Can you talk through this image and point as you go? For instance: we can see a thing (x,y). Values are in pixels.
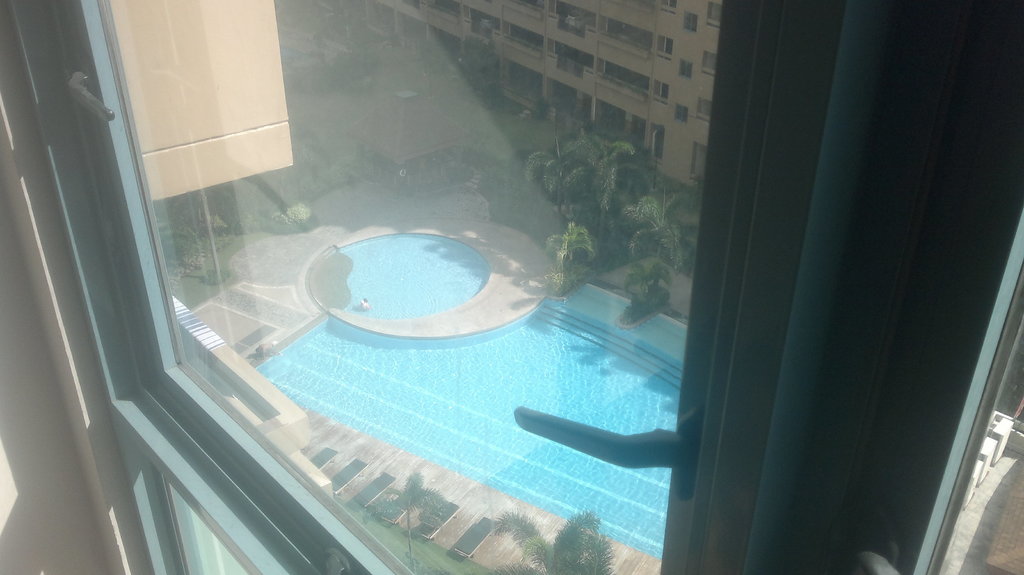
In this image we can see there is a view from the window (169,326) to ground floor (281,310) where we can see there is a swimming pool (326,347), trees (644,167) and building (681,105).
